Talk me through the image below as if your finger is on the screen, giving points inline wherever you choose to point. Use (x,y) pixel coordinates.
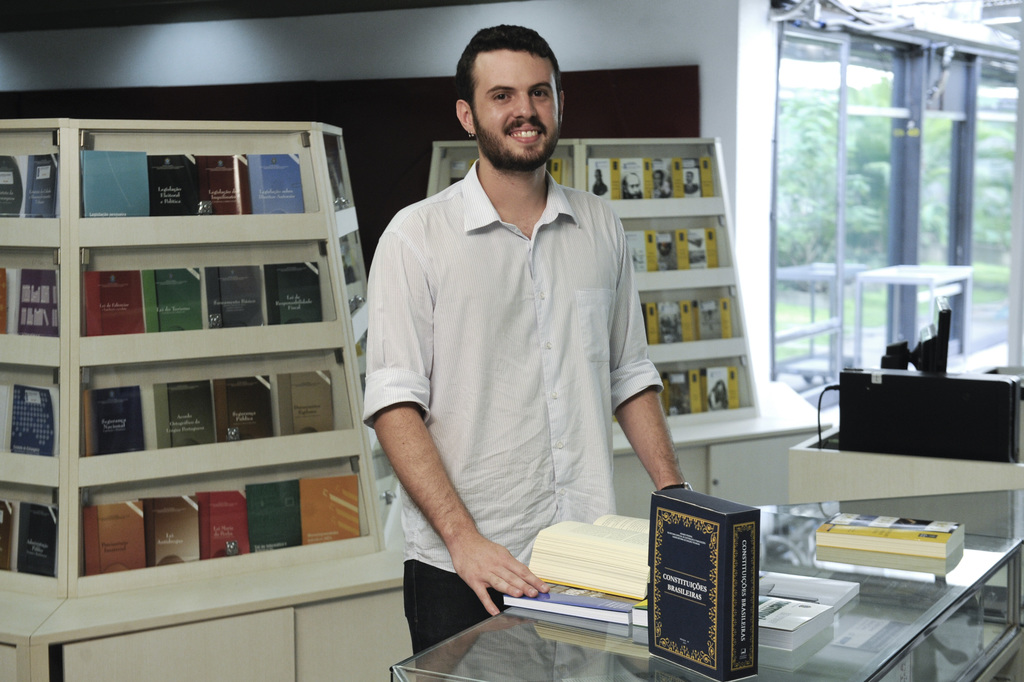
In the picture there is a man (648,442) standing and smiling and he has a table (443,640) in front of him with some books (732,544) kept on it and in the background (286,304) there is a bookshelf (187,496) on the right side (995,68) there is a window (824,163) and there are some trees (864,179).
